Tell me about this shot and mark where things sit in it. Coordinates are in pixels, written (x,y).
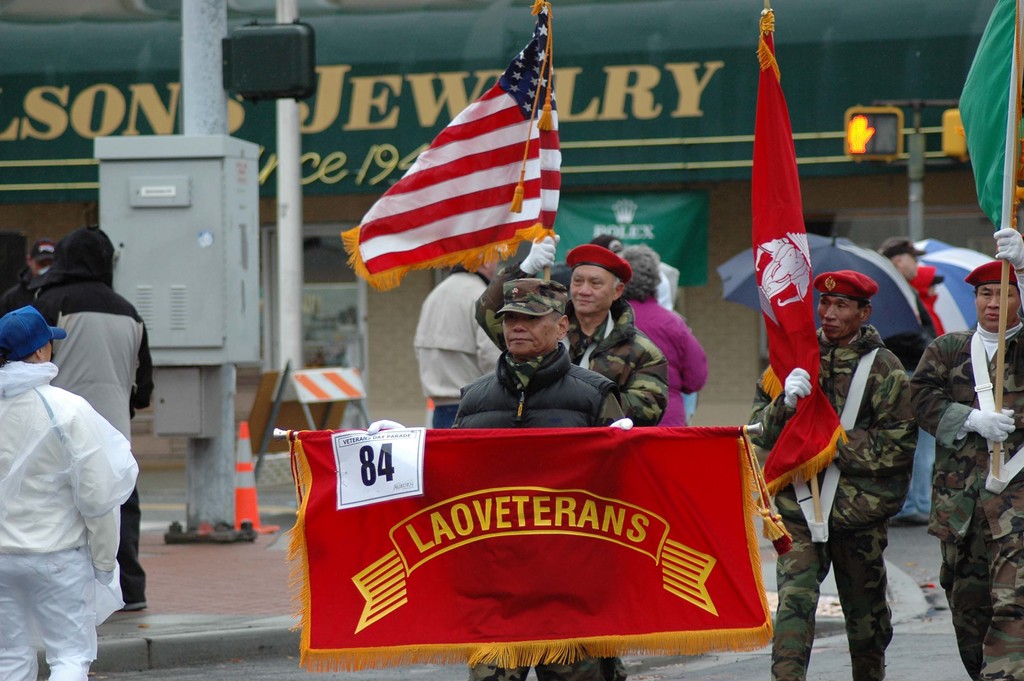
In this image we can see there are four people (970,642) wearing a military uniform (970,642), one person (491,671) among them is holding a banner (504,551) with some text (442,517) is written on it and rest all are holding flags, behind them there are a group of people (6,372) and a few among them are holding umbrellas (962,297), on the left side of the image (272,374) there is a transformer (206,248) and some barricades (266,417), on top right corner of the image (870,115) there is a traffic light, in the background (345,76) there are posters (872,52) with some text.
